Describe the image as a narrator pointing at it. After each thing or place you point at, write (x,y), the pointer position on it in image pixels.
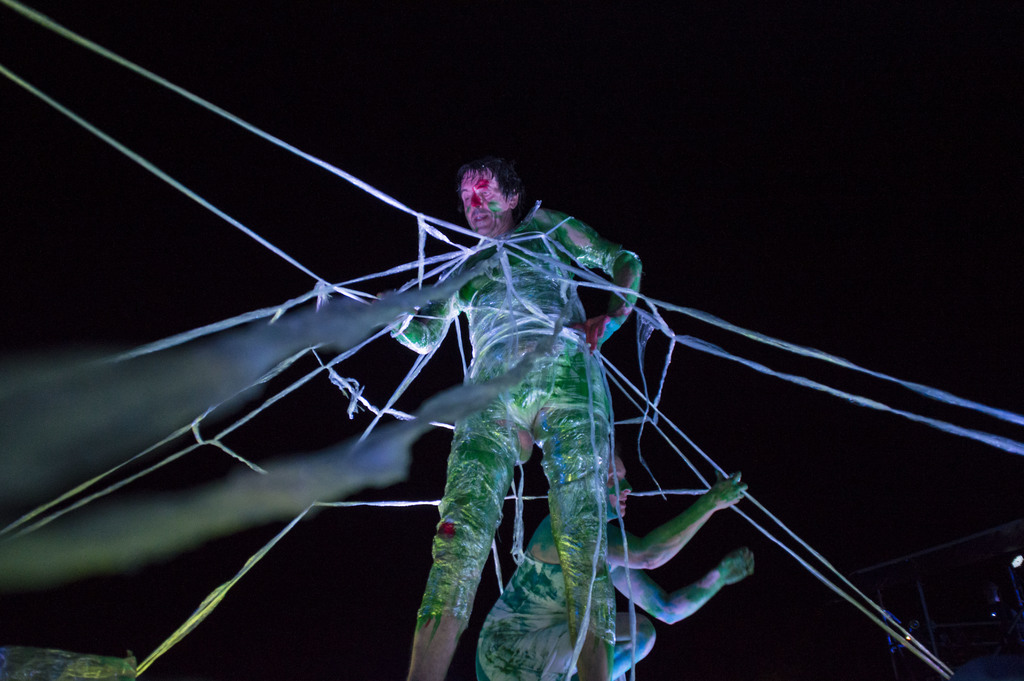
In this image we can see a person (511,443) tied with ropes (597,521) and the other person (650,583) is holding the ropes (761,529), also we can see the background (752,152) is dark.
